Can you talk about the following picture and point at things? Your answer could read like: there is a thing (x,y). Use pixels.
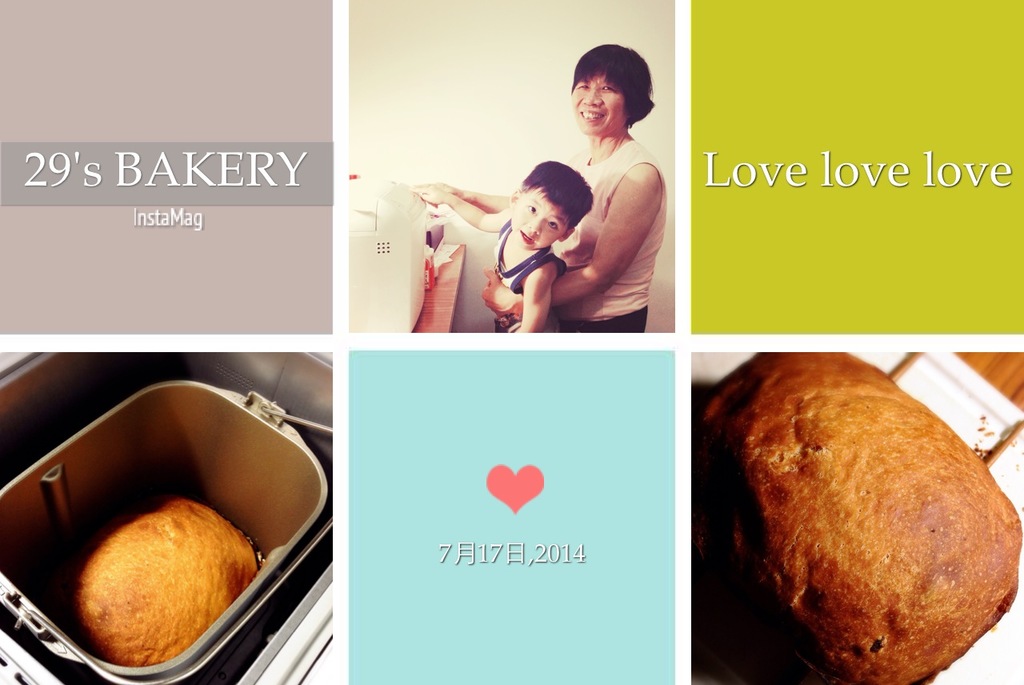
This image is a collage of different pictures. In which a woman (608,160) is holding a boy (564,200) in her hand (490,287). To the left side (310,486) we can see a food (190,580) in a bowl (88,447). to the right side (837,472) we can see food (891,468) placed on the table (928,399).
